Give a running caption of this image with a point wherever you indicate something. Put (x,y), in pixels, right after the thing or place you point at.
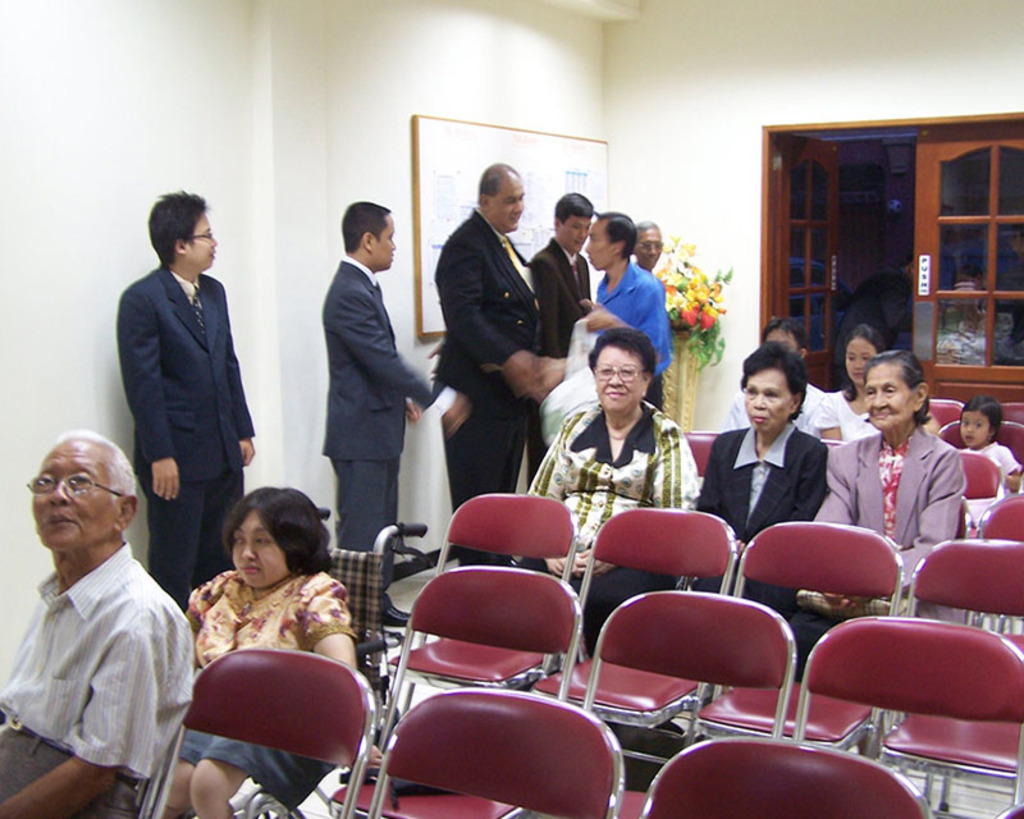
We can see a board (498,134) over a wall (571,130). Here we can see a flower plant (695,326). This is a door (956,291). We can see persons (386,311) standing near to the wall (406,310). We can see all the persons (216,587) sitting on chairs (538,587).
